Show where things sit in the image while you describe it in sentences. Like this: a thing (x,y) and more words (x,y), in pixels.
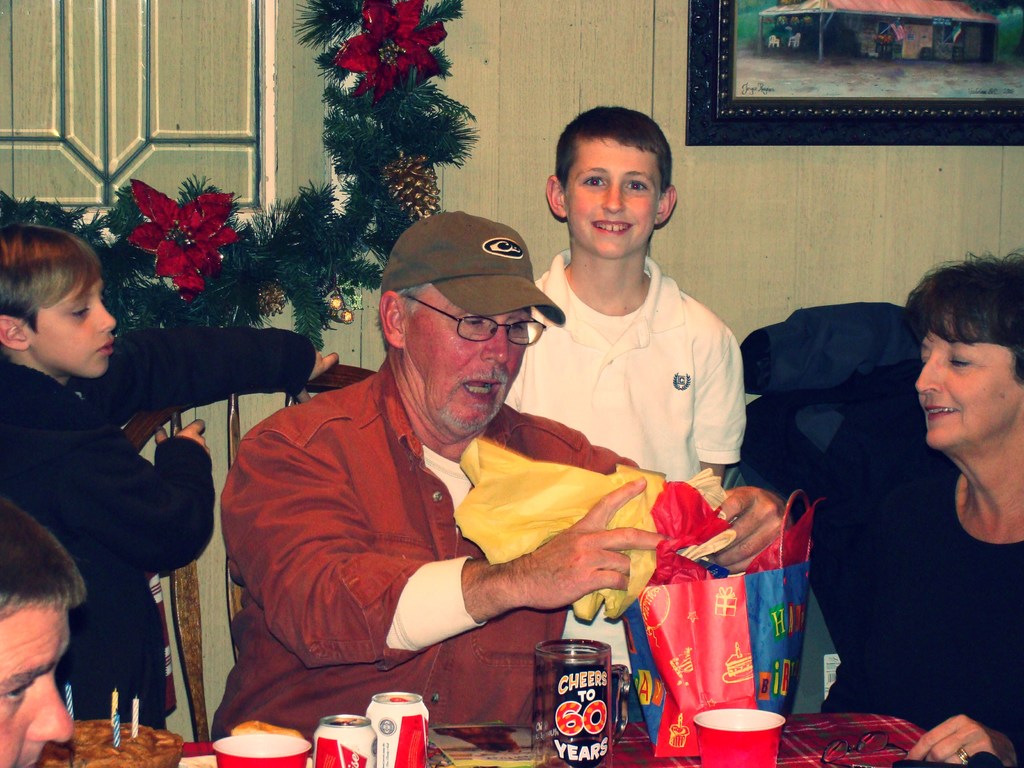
In this image there is a table (782,759), on that table (641,740) there are cans (391,750), glasses (568,736), cake (147,757) and a bag (698,676), around the table (453,747) there are three persons (865,609) sitting on chairs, behind them there are two boys (135,454) standing, in the background (160,39) there is a Christmas garland (363,148) and a wall (314,65), for that wall (758,150) there is a photo frame (843,54).
